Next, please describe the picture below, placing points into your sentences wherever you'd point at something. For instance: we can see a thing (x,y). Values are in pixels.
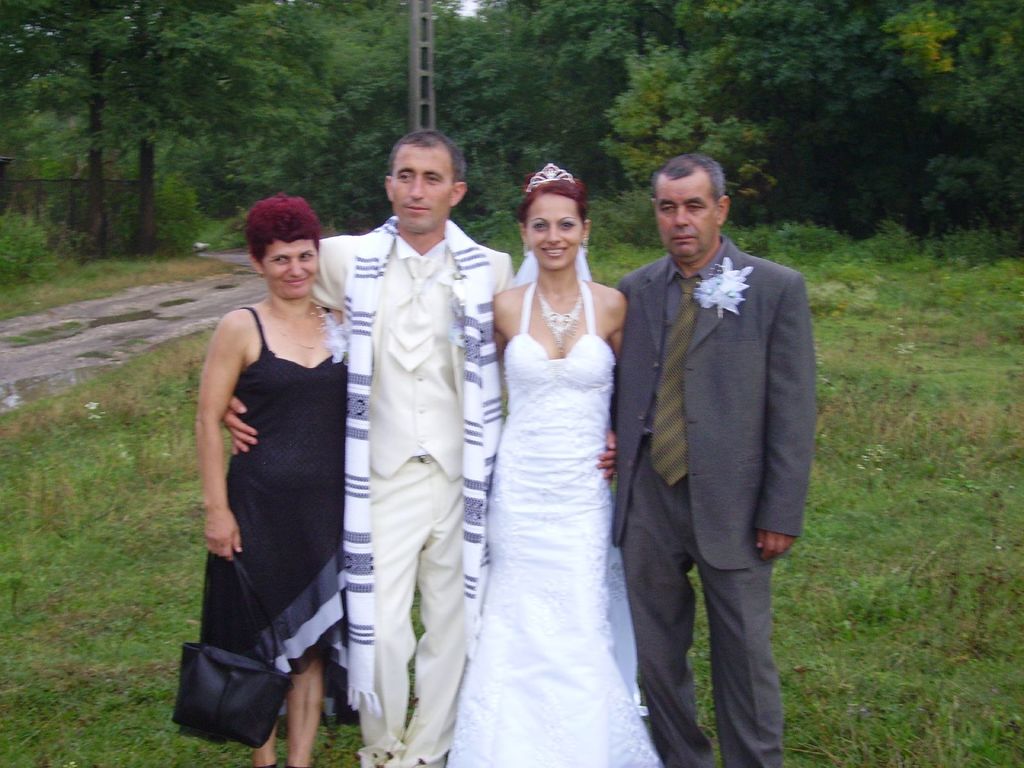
In the image there are two men (487,276) in suits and two women (513,714) standing on the grassland (177,433) and behind there are trees (578,133) on the grassland (46,454).
